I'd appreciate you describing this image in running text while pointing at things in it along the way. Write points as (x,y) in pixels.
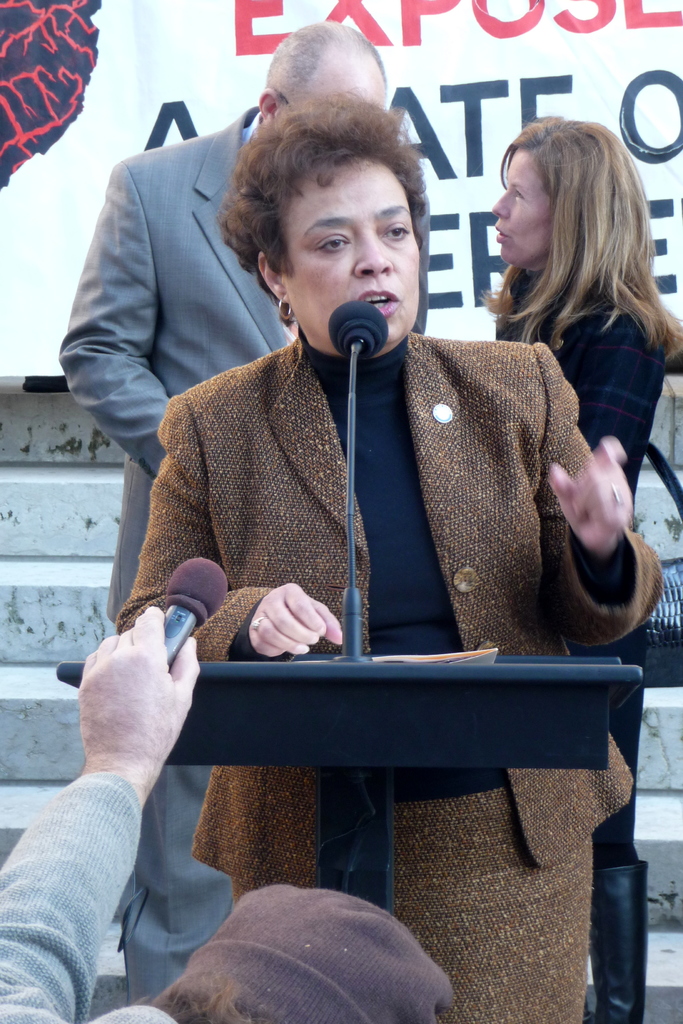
In this image there is a lady (499,444) standing and talking in a microphone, behind her there are two other people (159,271) standing and also there is a banner (104,153), in front of her there is a person (357,968) holding mic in hands (91,735).
